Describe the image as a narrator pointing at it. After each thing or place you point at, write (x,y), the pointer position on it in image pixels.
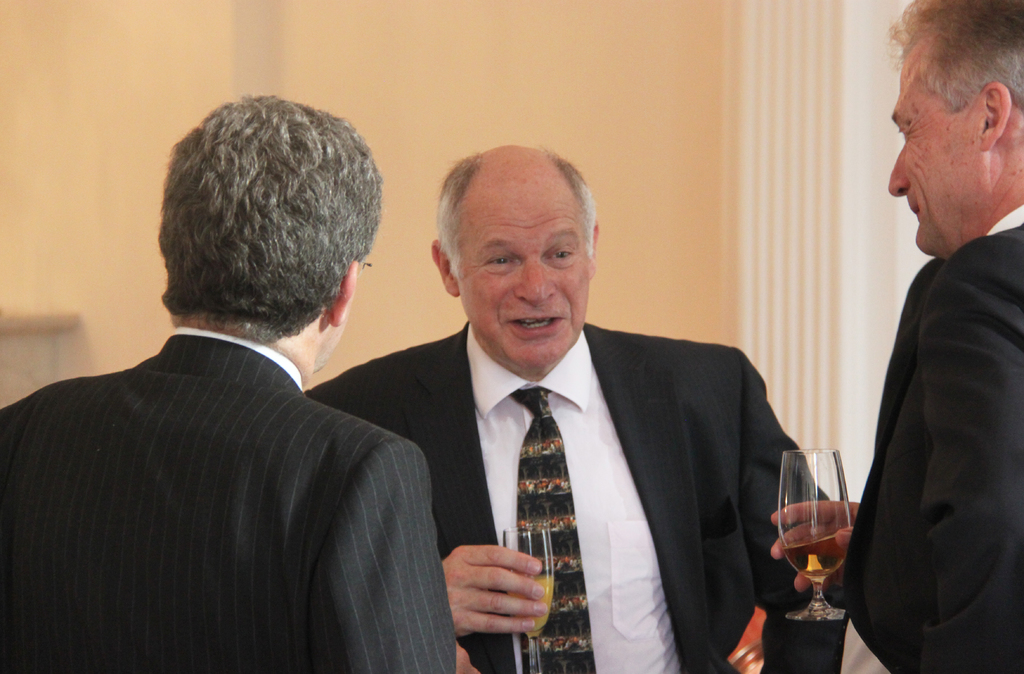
In this image we can see some persons (631,397) wearing coat (440,410). Some persons (747,509) are holding glasses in their hands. In the background (809,289), we can see the wall (581,90).
